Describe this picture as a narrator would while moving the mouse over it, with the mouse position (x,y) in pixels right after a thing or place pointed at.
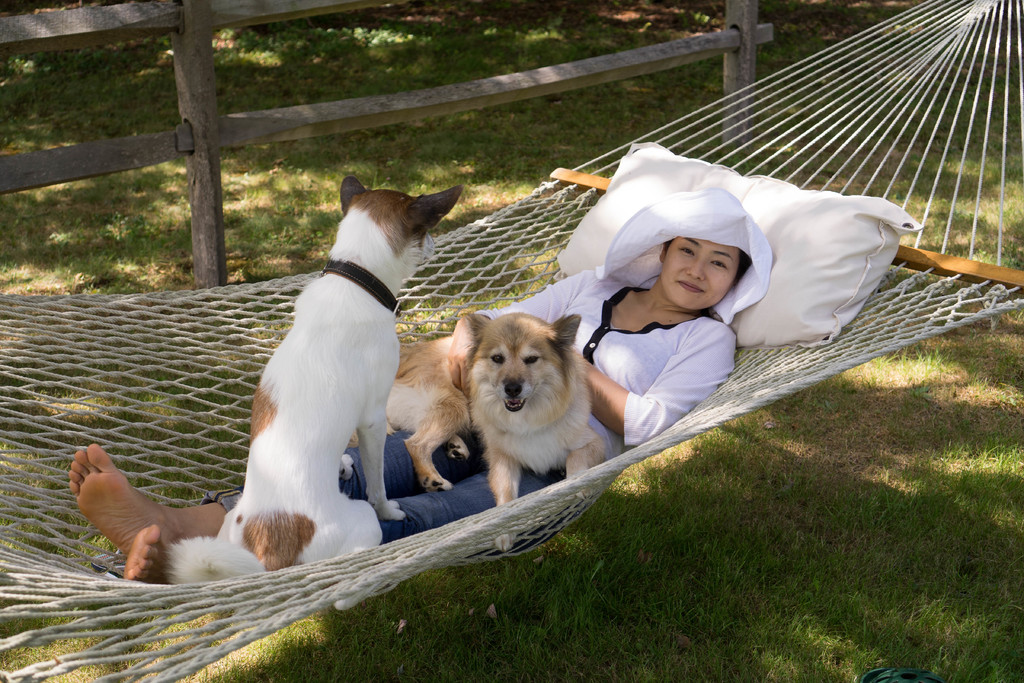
In this image woman (708,350) is lying on the rope swing (769,391) which is in the center (455,269). There are two pets (419,389) along with her, there is one pillow (812,274). In the background (186,50) there is a wooden stand (215,126) and grass (378,53) on the floor (539,41).
